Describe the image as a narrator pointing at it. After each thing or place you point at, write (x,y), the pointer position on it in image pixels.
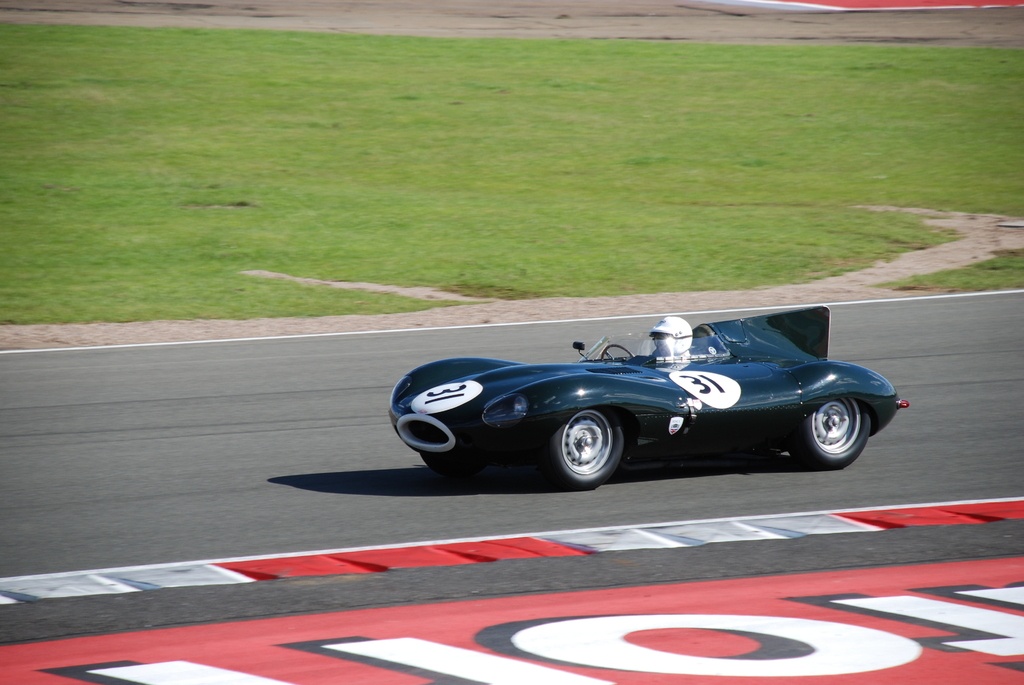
On the background of the picture (583,133) we can see fresh green grass (538,204). This is a road (194,470) and here we can see a car (698,386) in which we are able to see one person (672,335) sitting in the car (647,354).
